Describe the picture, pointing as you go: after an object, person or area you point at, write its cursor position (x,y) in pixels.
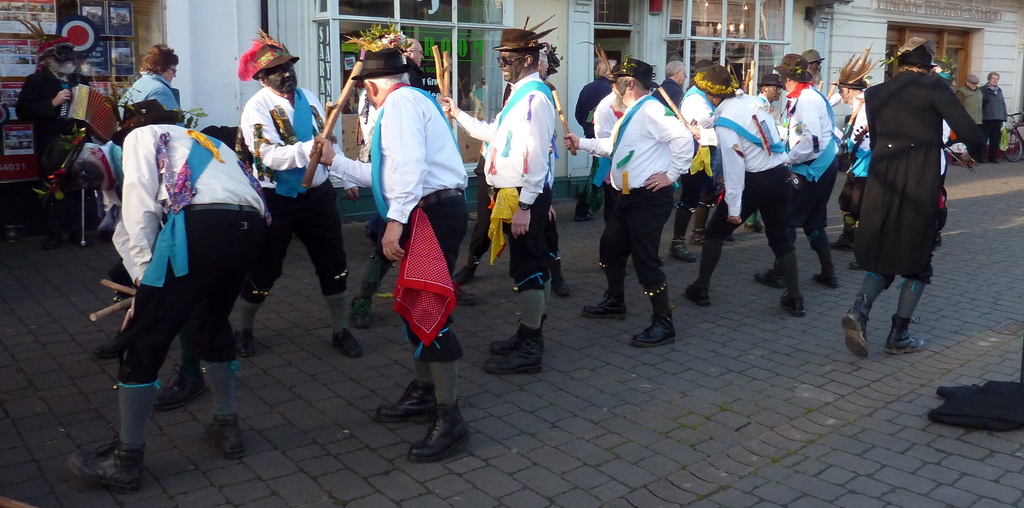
In this picture we can observe a group of men (442,103) standing in front of each other wearing white and black color dresses (699,178). We can observe a blue color cloth (777,142) across their shoulders (658,107). Everybody is wearing a hat (778,77) on their head (778,77). In the background (308,33) there is a building (512,21) and there are some people (990,98) in front of this building (429,41).
